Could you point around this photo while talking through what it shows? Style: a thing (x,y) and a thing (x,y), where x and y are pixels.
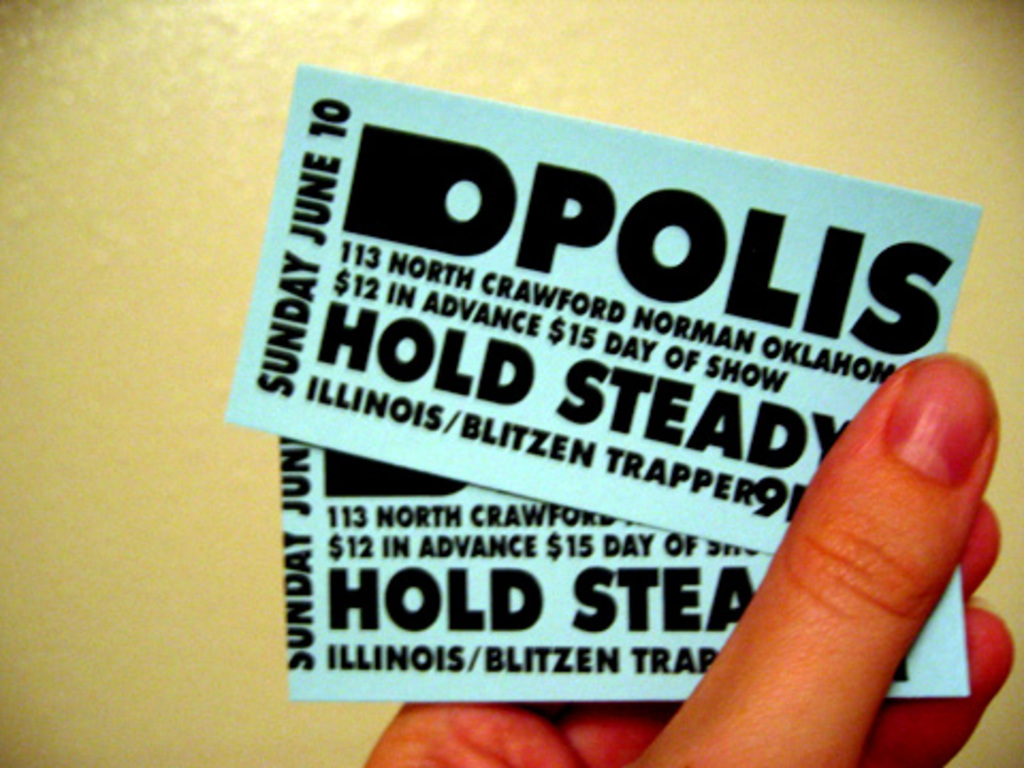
In this image we can see a person's hand (520,729) holding tickets (677,510). In the background (677,107) there is a wall (713,88).
